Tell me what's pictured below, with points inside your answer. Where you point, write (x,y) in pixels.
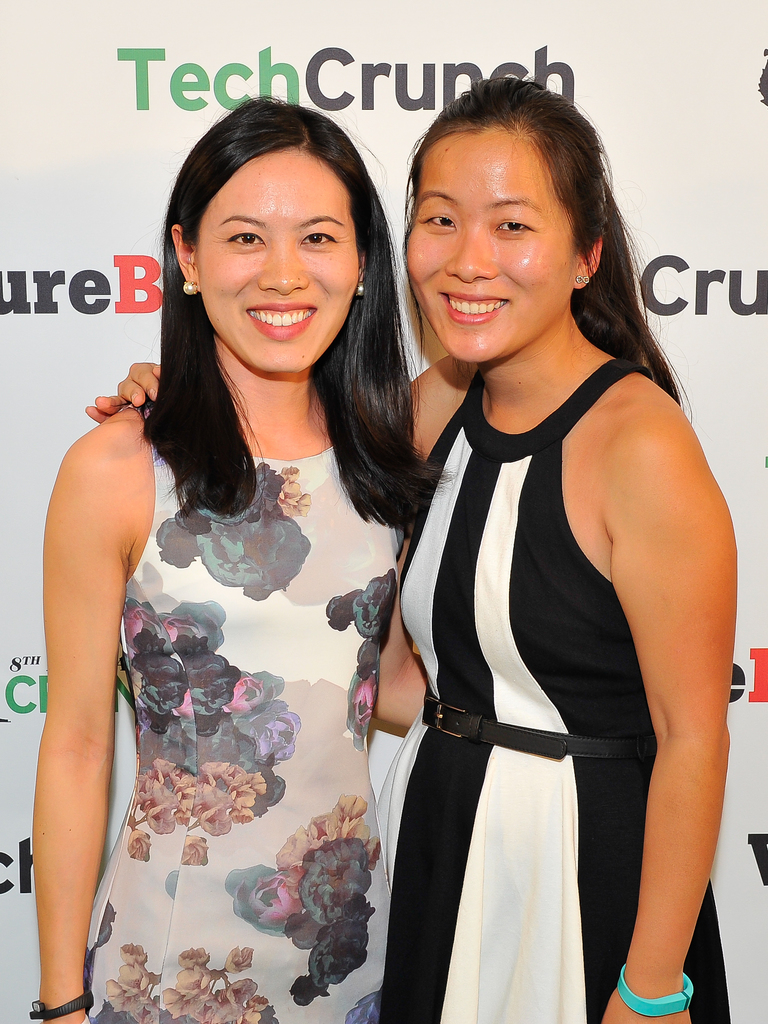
In the image at the left side (234,901) there is a lady (262,689) with floral dress (262,689) is standing and she is smiling. Beside her to the right side (570,511) there is a lady (566,552) with black and white dress (515,695) is standing and she is smiling. Behind them there is a poster (732,219) with something written on it.
